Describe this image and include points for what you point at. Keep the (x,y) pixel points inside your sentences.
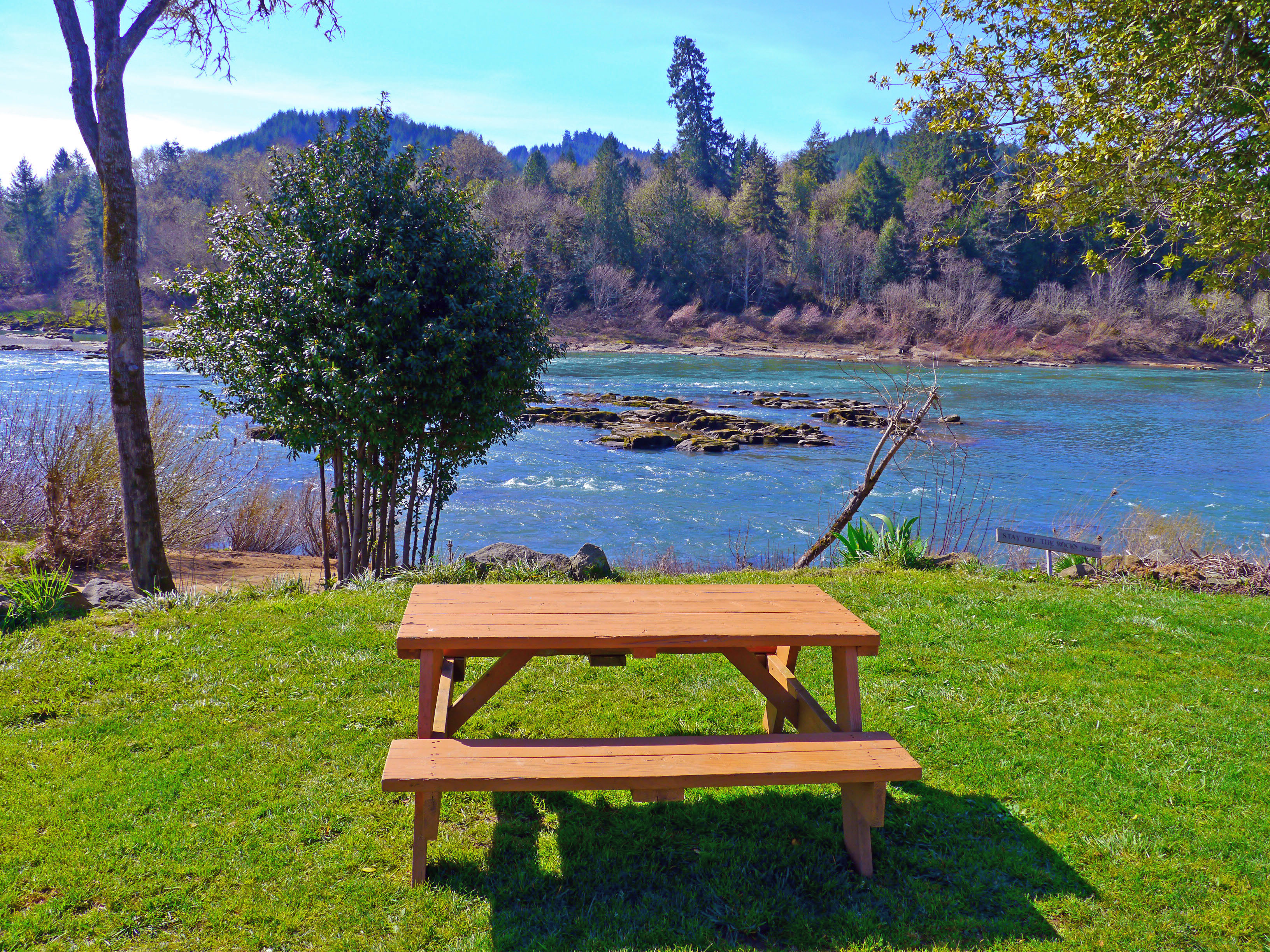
In this image we can see a wooden table (469,604) and a bench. In the background of the image (551,305) there are trees (689,282), water (1072,456), grass (898,606), plants (854,304), name board (1043,544), rocks (658,435) and other objects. At the bottom of the image (610,850) there is the grass (248,753). At the top of the image (644,102) there is the sky (704,32).
